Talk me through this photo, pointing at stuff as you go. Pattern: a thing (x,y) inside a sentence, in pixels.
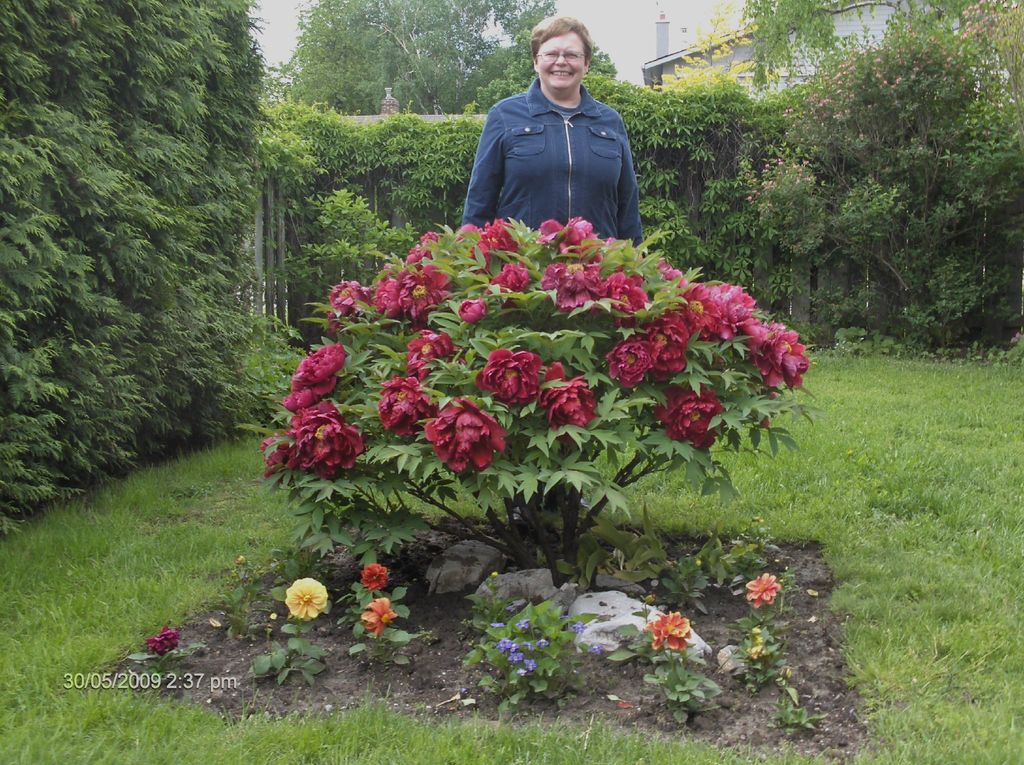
In this image I can see grass (781,518), few flowers (582,224), trees (89,393) and a building (697,51). I can also see a woman (556,101) is standing and I can see she is wearing blue dress (581,170). I can also see a smile (557,77) on her face (566,87). I can see colour of these flowers (294,615) are red, yellow and orange.
